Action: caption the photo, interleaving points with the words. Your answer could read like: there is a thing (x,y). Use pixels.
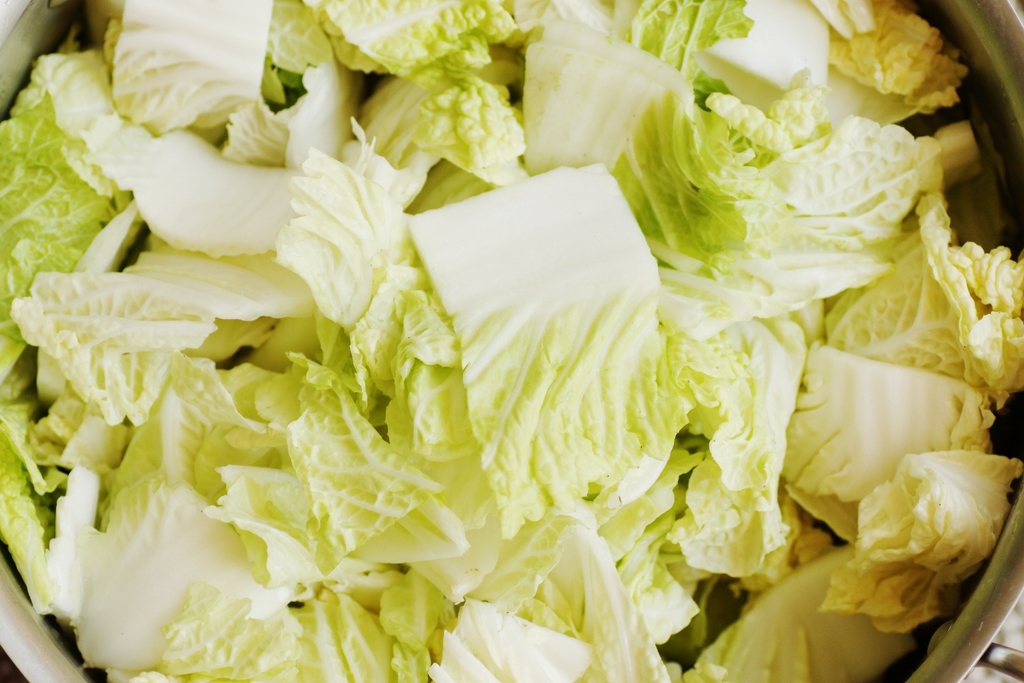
In the picture we can see a pot (997,582) with cabbage pieces (483,228) in it.
